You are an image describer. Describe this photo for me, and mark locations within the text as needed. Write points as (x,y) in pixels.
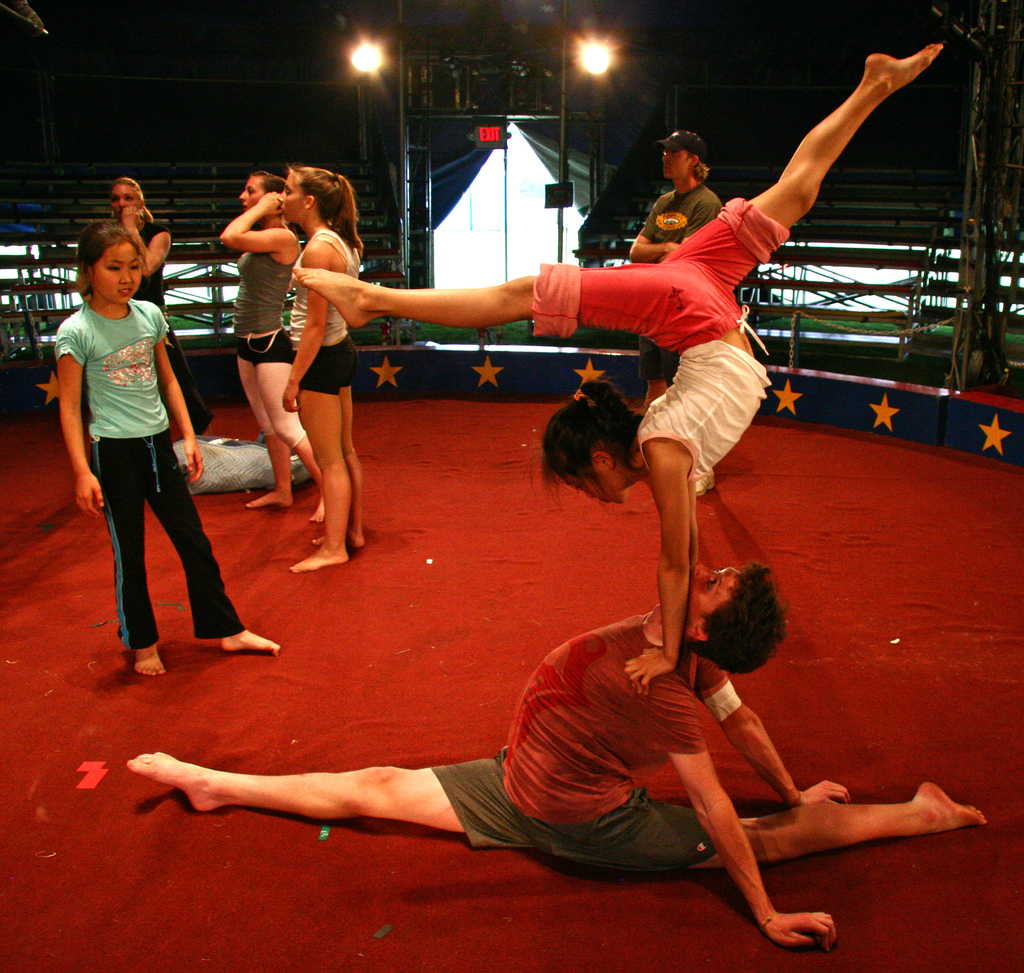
In this picture, we see two people (398,797) performing acrobatics. Behind them, there are five people (286,285) standing on the red carpet (493,466). Behind them, we see a white color tent opening (484,241) and bleachers (880,239). At the top of the picture (483,30), we see lights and it is dark in the background (342,72).
